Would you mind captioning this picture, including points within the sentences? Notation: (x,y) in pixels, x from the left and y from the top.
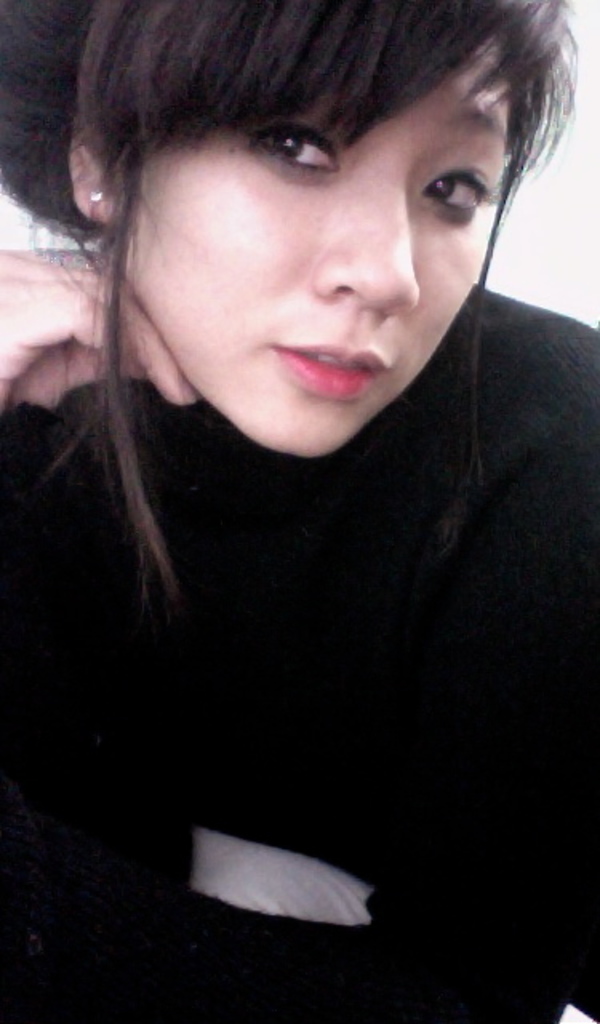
In this image there is woman (387,266), she is wearing black color T-shirt (385,680).
